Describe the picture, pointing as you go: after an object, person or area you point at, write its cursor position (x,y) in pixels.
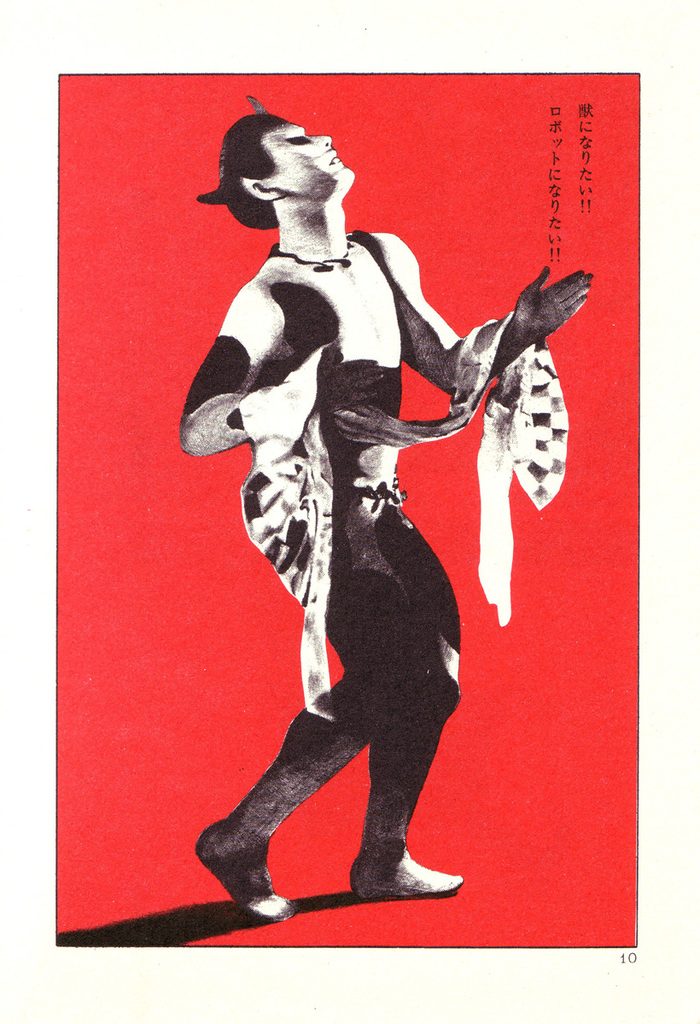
In this image there is a red colored background (567,153). A man (322,210) is standing. We can see the shadow (253,926) of the legs (270,920).
